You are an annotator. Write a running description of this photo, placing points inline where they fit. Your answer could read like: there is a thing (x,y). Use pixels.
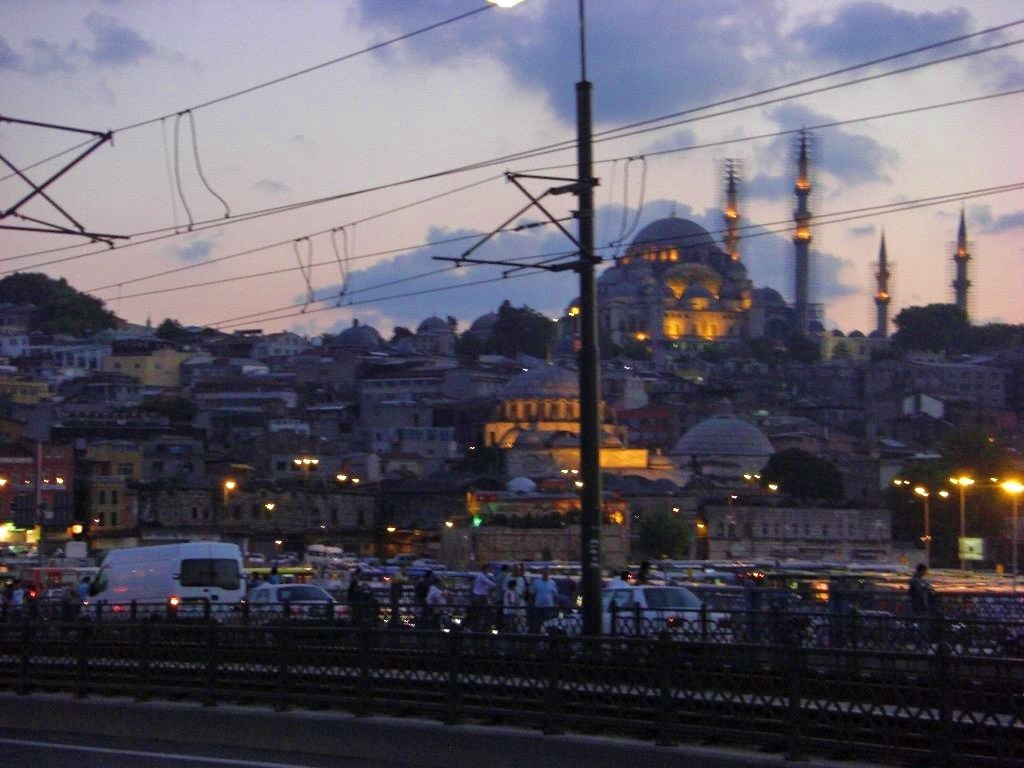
In this picture we can see fence (475,700), vehicles (233,571) and a group of people (502,594) on the road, buildings (141,376) with windows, lights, poles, wires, trees (947,503) and in the background (433,277) we can see the sky (567,28) with clouds (804,51).
